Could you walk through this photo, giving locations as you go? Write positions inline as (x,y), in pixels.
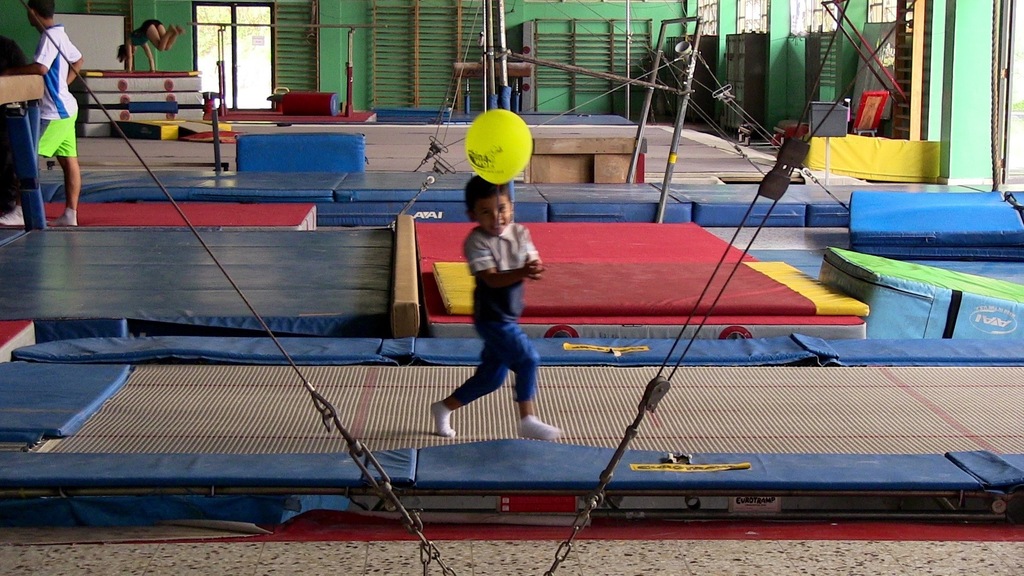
In this image we can see a kid (491,304) playing with balloon (484,140) at the foreground of the image (498,378) and at the background of the image (50,48) there is person (46,102) standing and some person (175,37) doing flip on gym mats (140,85) there is wall (406,51) and doors (209,66).
